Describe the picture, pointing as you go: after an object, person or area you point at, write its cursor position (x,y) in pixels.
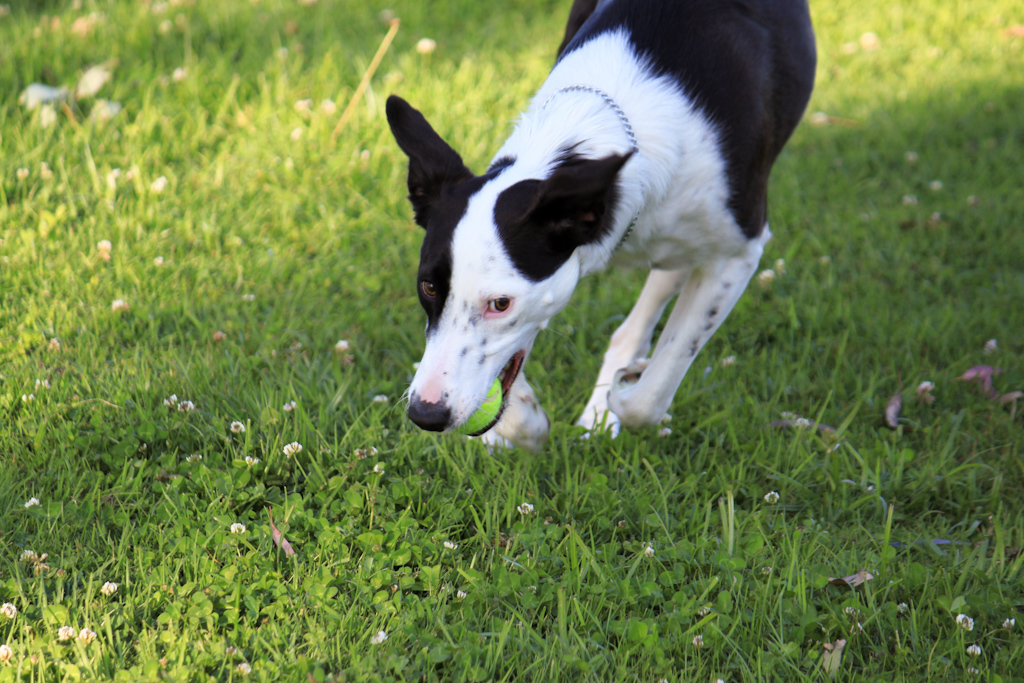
In this image there is a dog (532,316) holding the ball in her mouth (507,376). At the bottom of the image (466,539) there is grass (504,556) on the surface (225,408).
